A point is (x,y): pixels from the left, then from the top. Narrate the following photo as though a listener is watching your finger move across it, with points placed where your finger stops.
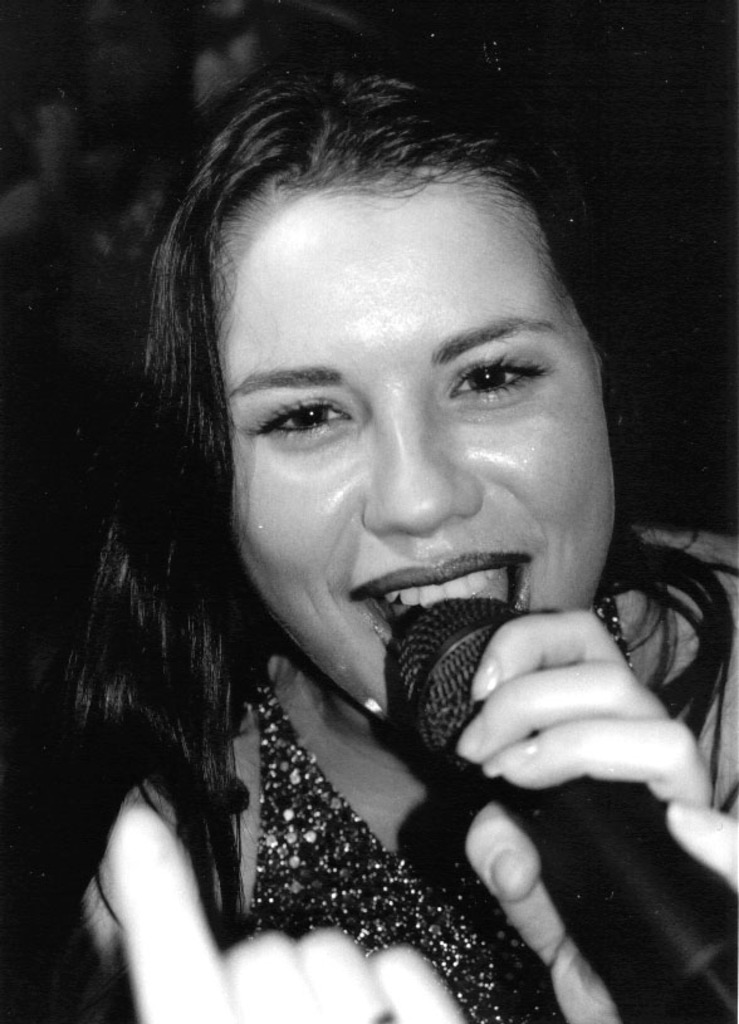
This is a black and white image and here we can see a lady (392,493) holding a mic (627,878).
